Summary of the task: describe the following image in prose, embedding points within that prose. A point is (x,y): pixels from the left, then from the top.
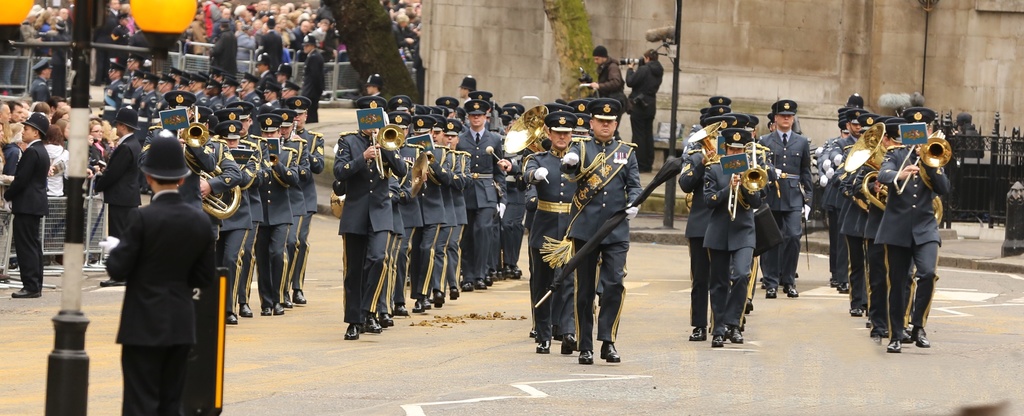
In this picture we can see a group of people (464,233) march past by holding some musical instruments (879,139). In front of the people (270,199) there is a pole (66,316) with lights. On the right side of the image (994,139) there are iron grilles (981,152). AT the top of the image (641,94) there are tree trunks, wall (627,94) and two other people (641,94) standing and holding some objects (626,61). On the left side of the image (12,209), there are barricades (58,210) and there are groups of people (197,37) standing.
